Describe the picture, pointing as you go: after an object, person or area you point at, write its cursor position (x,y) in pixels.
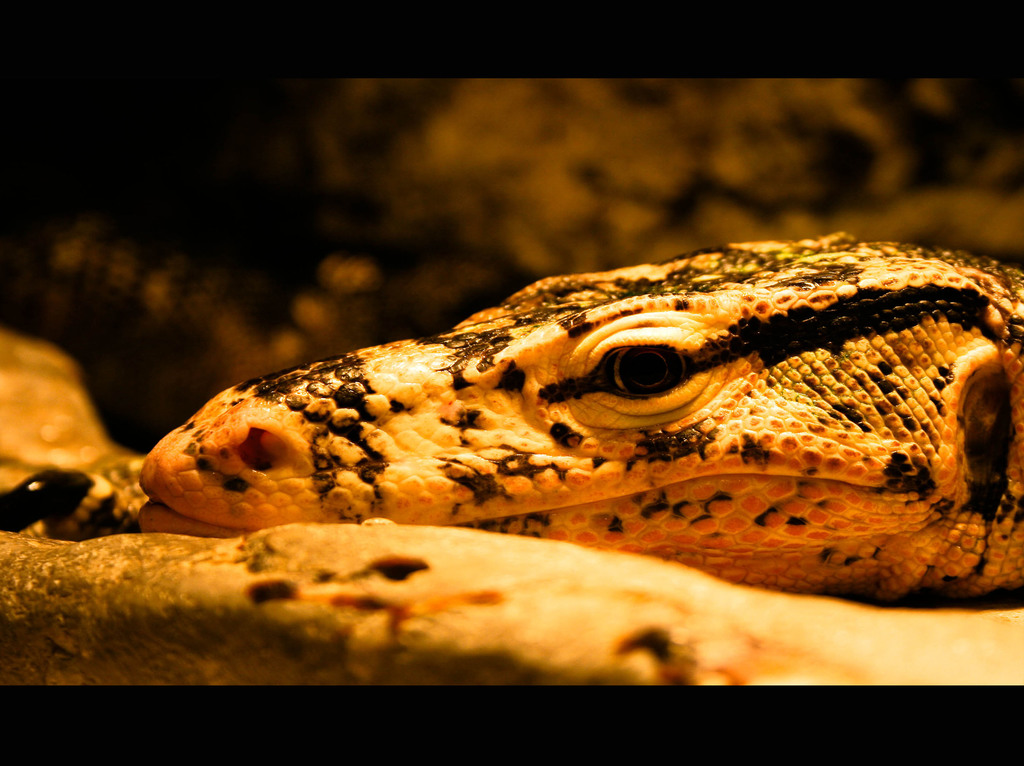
In this image we can see the close view of an animal (713,472) resting its head (534,465) on the rock (152,566). The background of the image (892,135) is blurred.
